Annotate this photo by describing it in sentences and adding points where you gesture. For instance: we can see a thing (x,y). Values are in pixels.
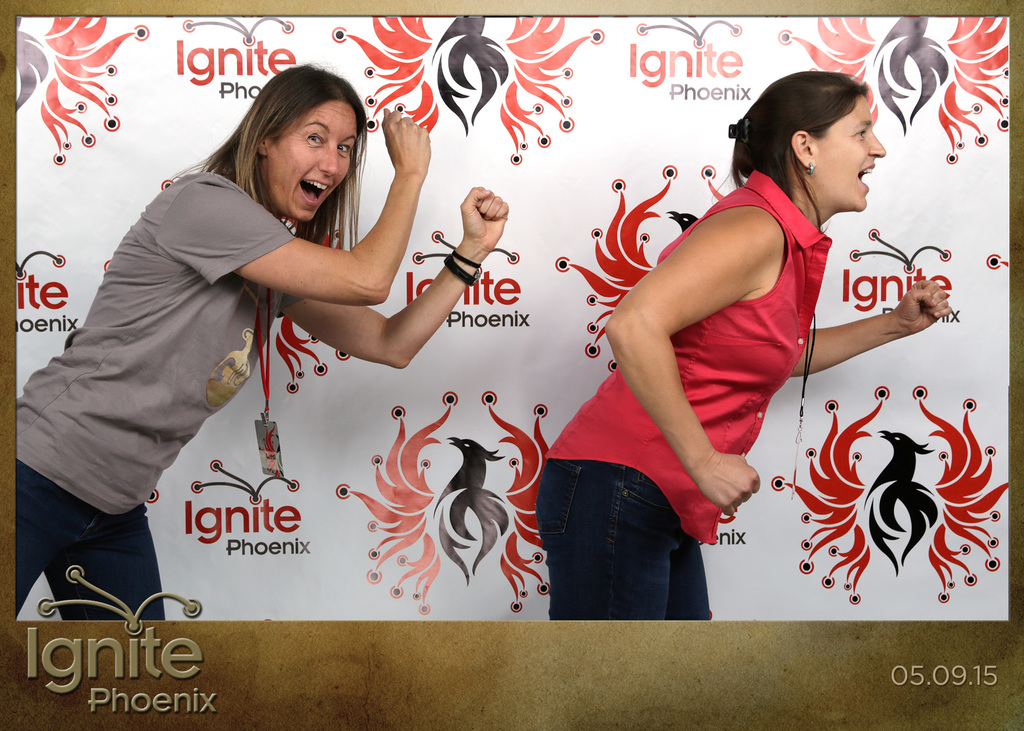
This is a photo. In this picture we can see two ladies (913,285) are dancing. In the background of the image (433,474) we can see the board (509,390). On the board (900,406) we can see the text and logos (811,456). At the bottom of the image (61,629) we can see the text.
